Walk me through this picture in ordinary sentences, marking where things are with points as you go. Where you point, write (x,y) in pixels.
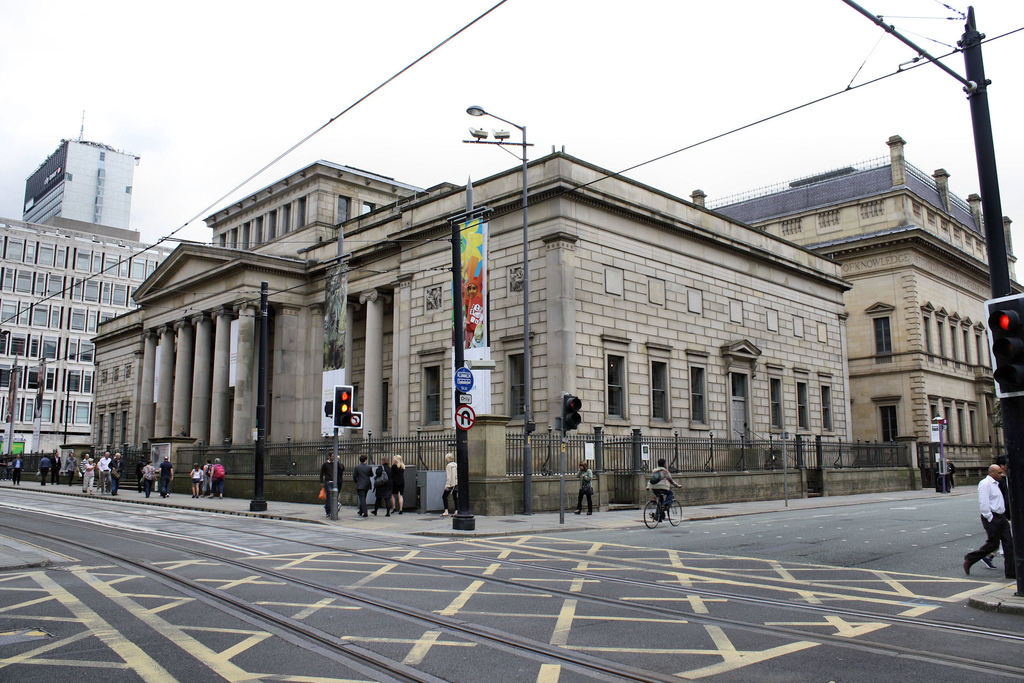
In this picture we can see a man (658,495) is riding a bicycle (652,508) on the road (667,534). Behind the man (664,480) there are groups of people (353,487) walking on the path (304,514) and there are poles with signboards (456,416), traffic signals (350,400), electric poles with cables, wall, buildings (310,319) and a sky (507,158).
